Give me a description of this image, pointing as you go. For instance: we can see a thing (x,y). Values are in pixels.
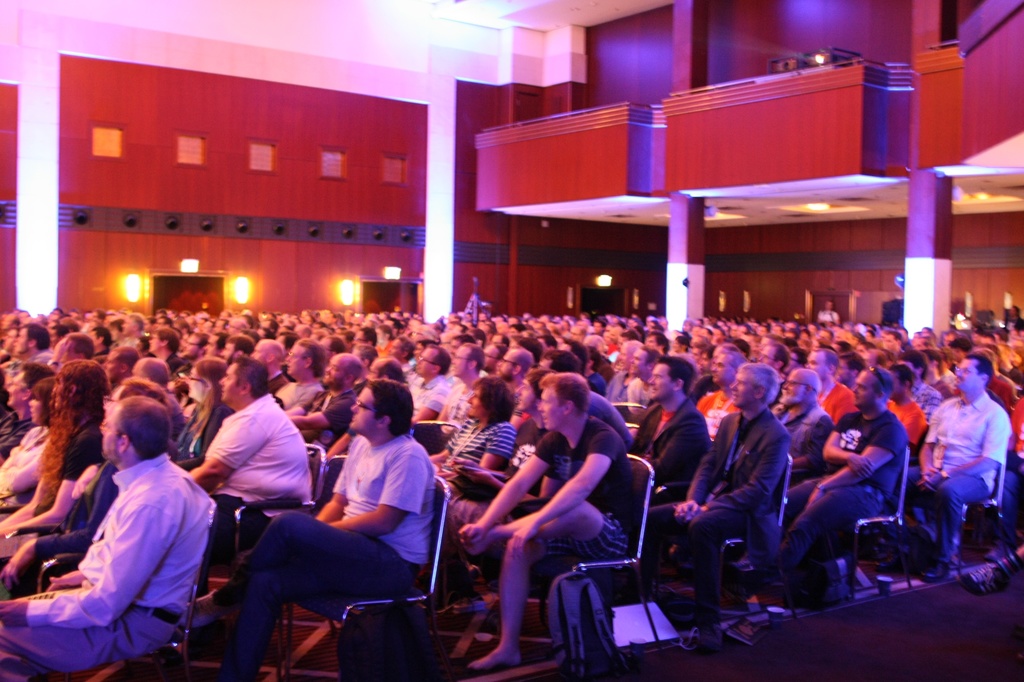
In this image, we can see people (475,419) sitting on the chairs (633,528) and in the background (293,138), there is a building (478,120).
